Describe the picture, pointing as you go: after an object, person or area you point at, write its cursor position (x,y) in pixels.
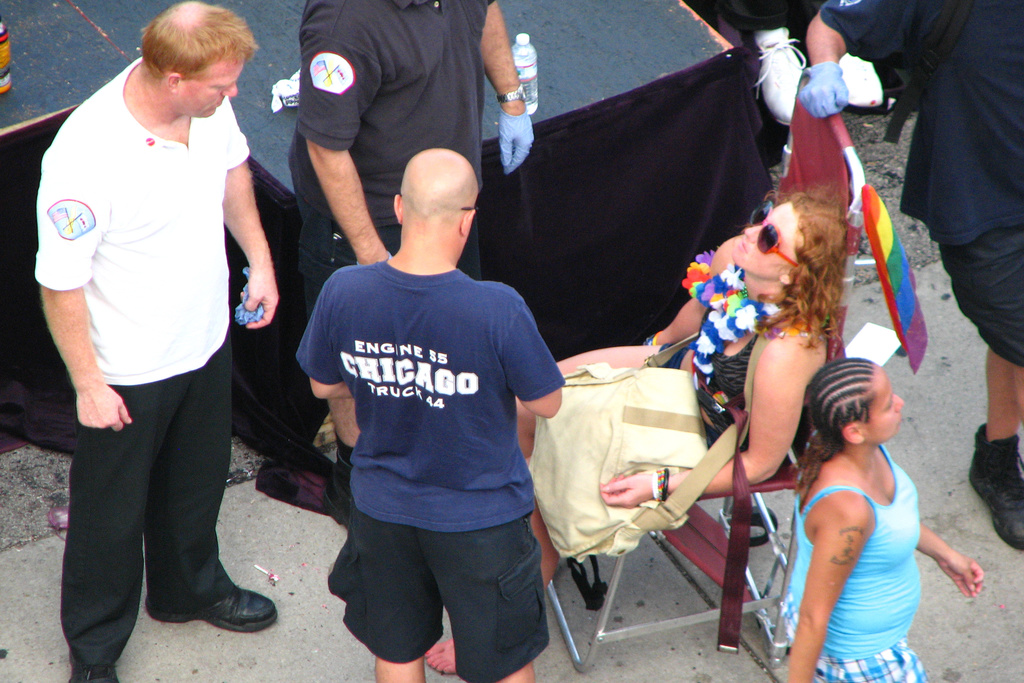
In this image we can see a few people (368,252) standing on the road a woman (720,368) sitting on the chair (783,166), in the background (702,155) there is a table (595,105) and a bottle (524,47) on the table (557,91), a person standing on the left side (260,317) is holding an object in his hand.
